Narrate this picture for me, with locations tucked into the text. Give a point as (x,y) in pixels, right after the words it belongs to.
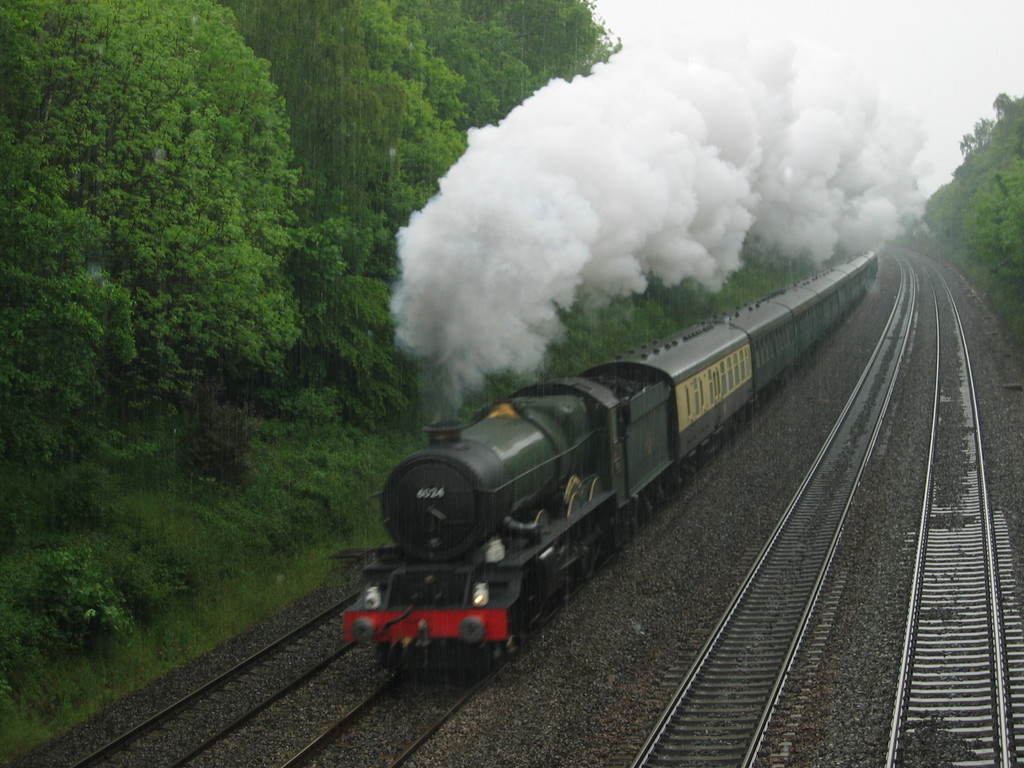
In the image we can see a train (577,457) on the train track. This is a train track (964,700), stones (498,707), grass (184,607), trees (227,166), smoke (615,125) and a sky (974,17).
